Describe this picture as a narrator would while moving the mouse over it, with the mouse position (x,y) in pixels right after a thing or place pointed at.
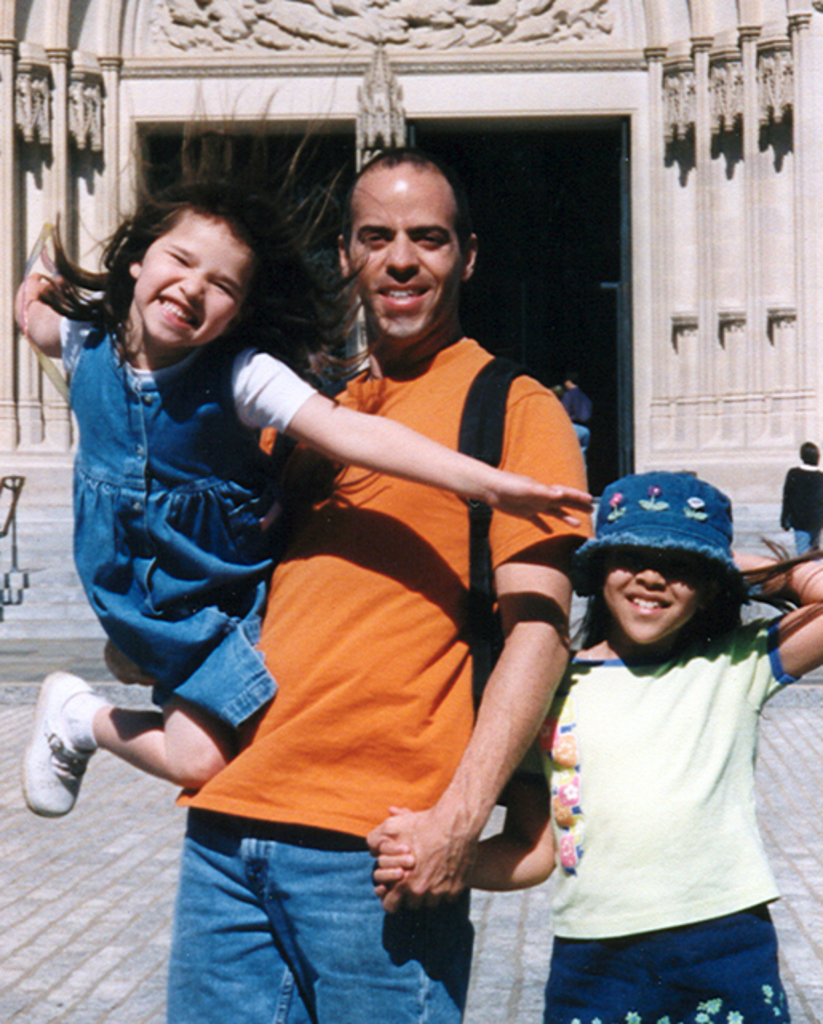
In this image we can see a man (425,797) is standing and carrying a bag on his shoulders (506,425) and holding kids (189,753) with his hands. In the background (37,93) we can see designs (37,93) on the walls (364,20), few persons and objects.
